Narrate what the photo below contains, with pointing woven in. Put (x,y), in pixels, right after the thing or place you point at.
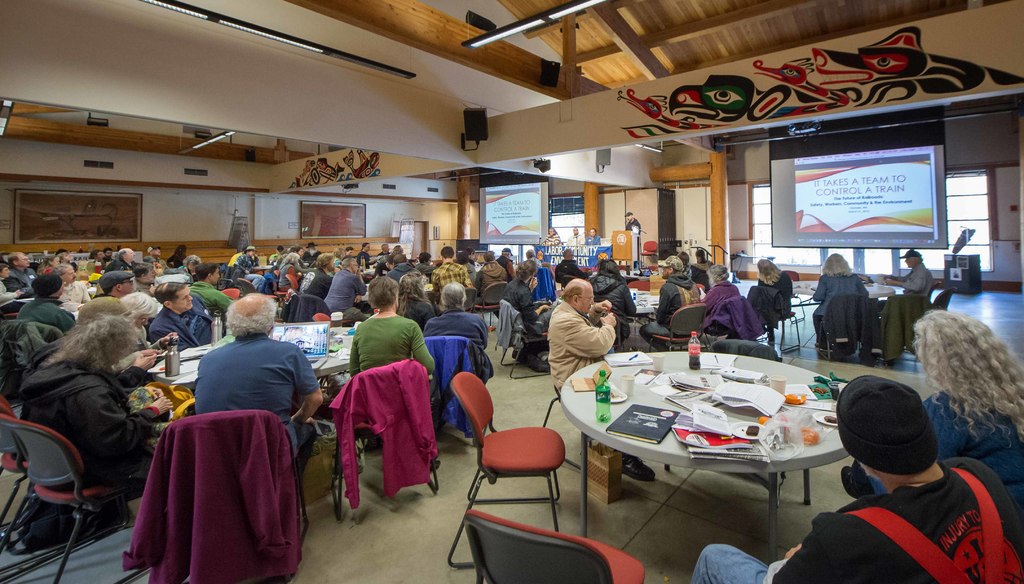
In this image there are group of people (395,343) sitting on a chair (403,404) there are two bottles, few papers (728,421), a book (666,427) on a table (665,453) at the back ground (839,232) i can see a projector (803,211), a window (764,201), at the top there is a light (580,6).
